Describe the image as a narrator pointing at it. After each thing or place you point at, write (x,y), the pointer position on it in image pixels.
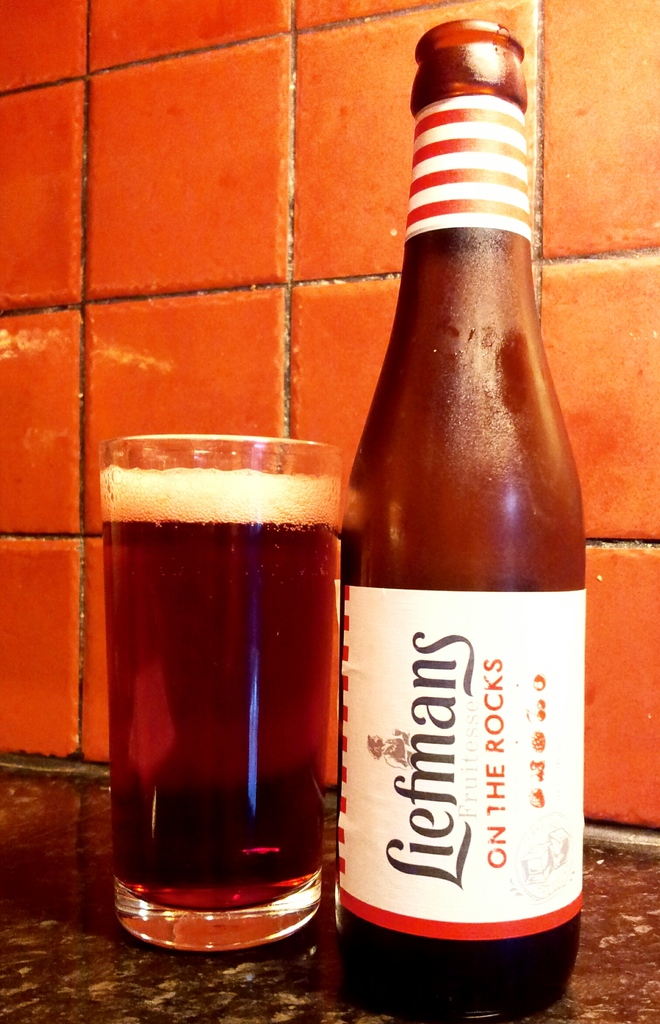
In this image, we can see a bottle (448,523) and glass (286,594) filled with liquid (227,804) are placed on the black surface (219,1003). Background (15,735) we can see a tile wall (312,260). Here we can see few stickers (471,143) are on the bottle (478,676).
